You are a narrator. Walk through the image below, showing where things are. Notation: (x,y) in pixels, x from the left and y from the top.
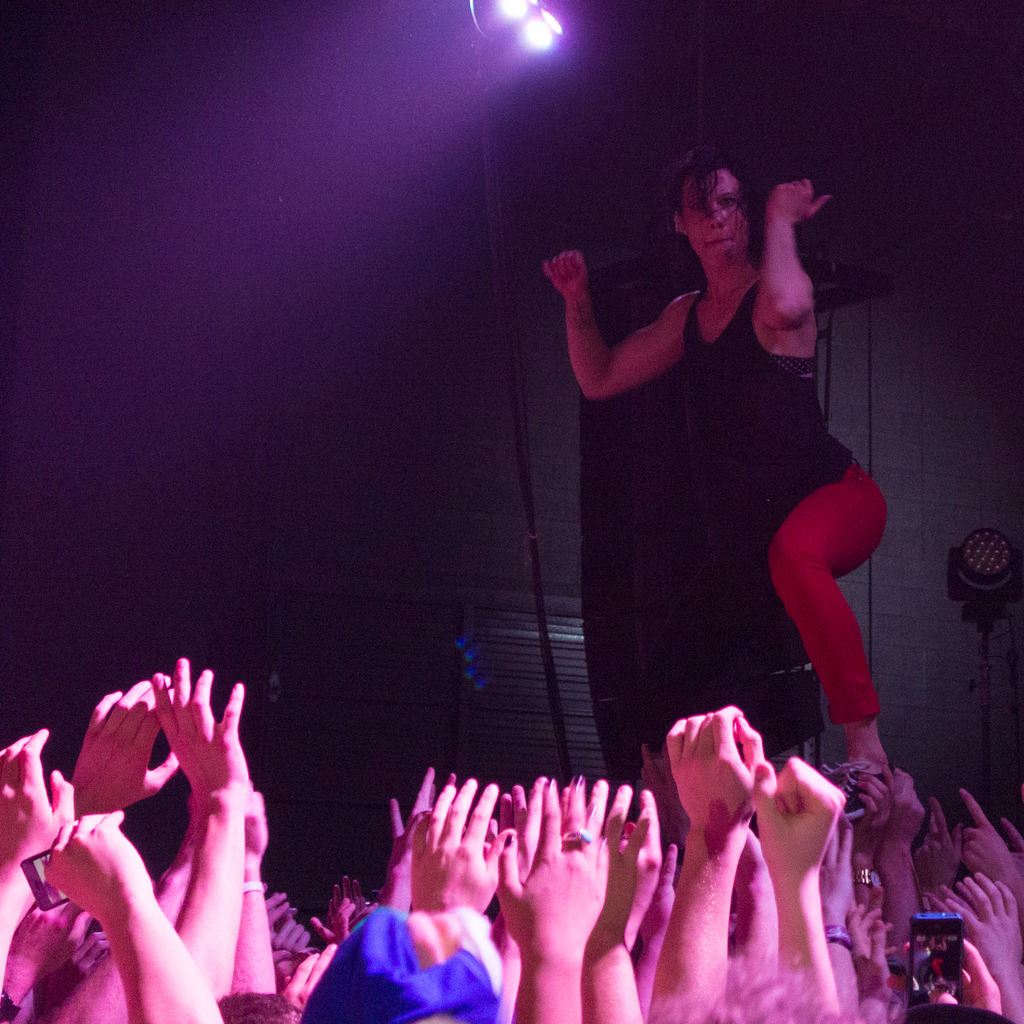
In this picture I can see group of hands (73,809) visible at the bottom (766,884), on which I can see a person (710,342), at the top (503,13) I can see lights (516,13).
